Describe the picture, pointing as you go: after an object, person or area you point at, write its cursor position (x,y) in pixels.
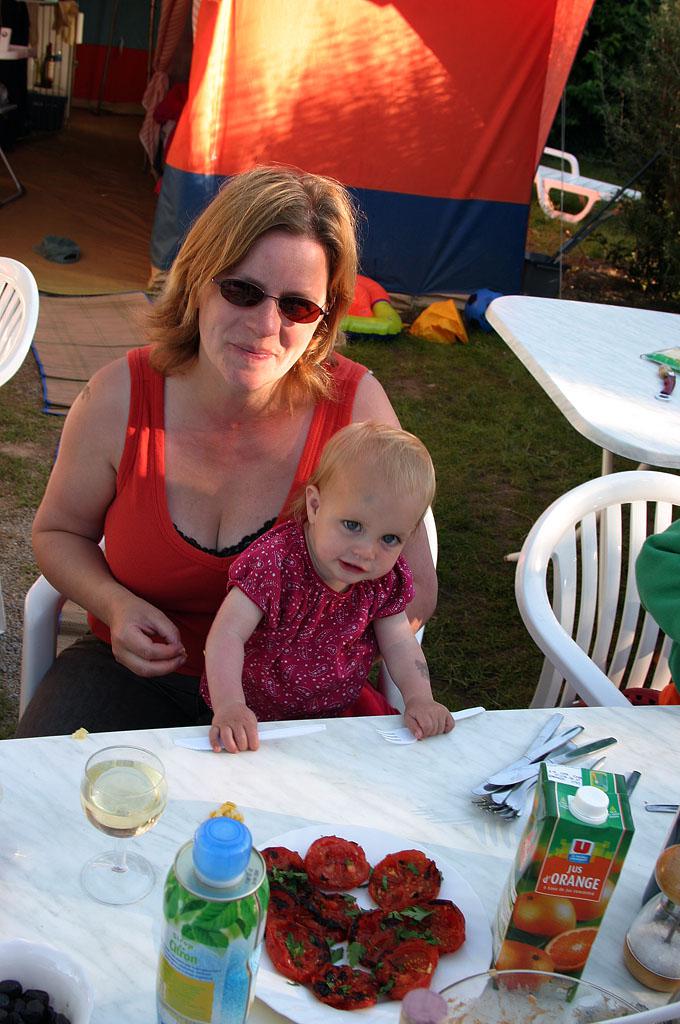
In this picture we can see a lady (245,356) and a baby (343,488) on her lap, sitting on the chair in front of the table (74,894).
